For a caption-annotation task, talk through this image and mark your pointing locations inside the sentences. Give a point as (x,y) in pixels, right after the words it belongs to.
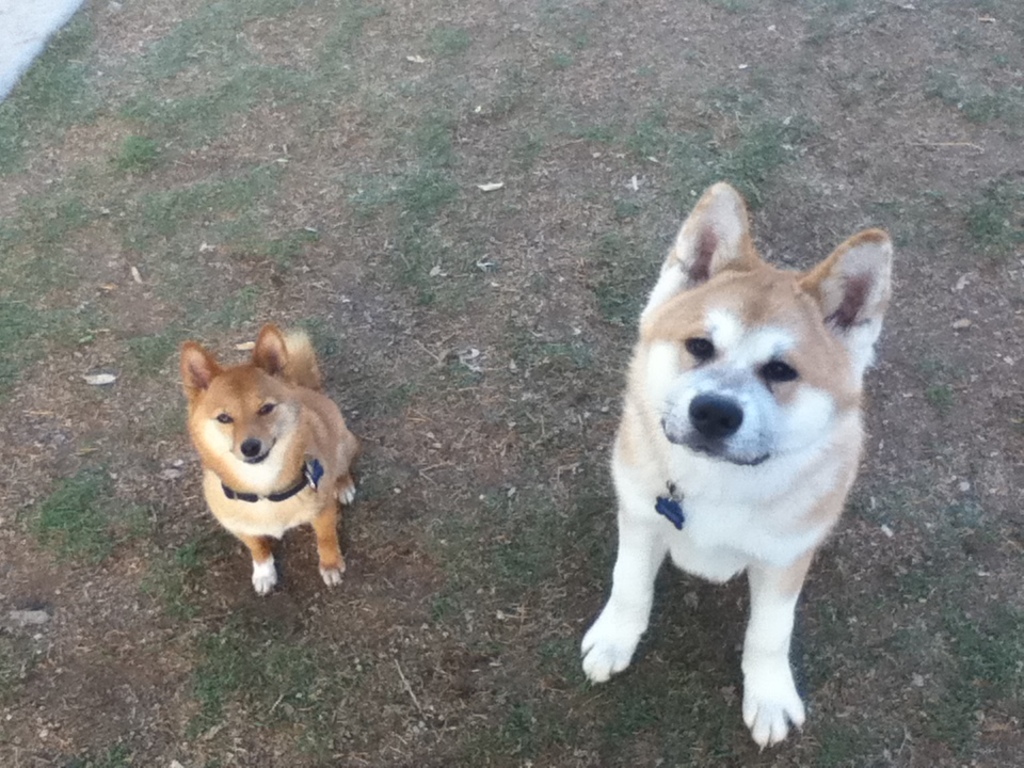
In the image in the center (639,501) we can see two dogs (670,430), which are in brown and white color. In the background (405,110) we can see grass (469,257).
